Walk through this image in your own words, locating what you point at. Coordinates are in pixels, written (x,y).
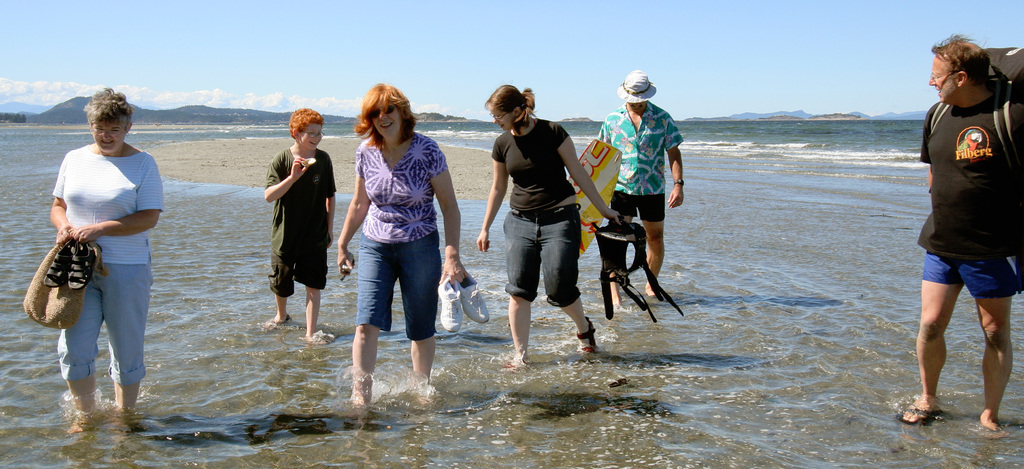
In this image I can see people (425,219) are standing in the water (583,258). These people (312,216) are holding some objects (590,214). In the background (355,89) I can see mountains (324,116) and the sky (308,54).
